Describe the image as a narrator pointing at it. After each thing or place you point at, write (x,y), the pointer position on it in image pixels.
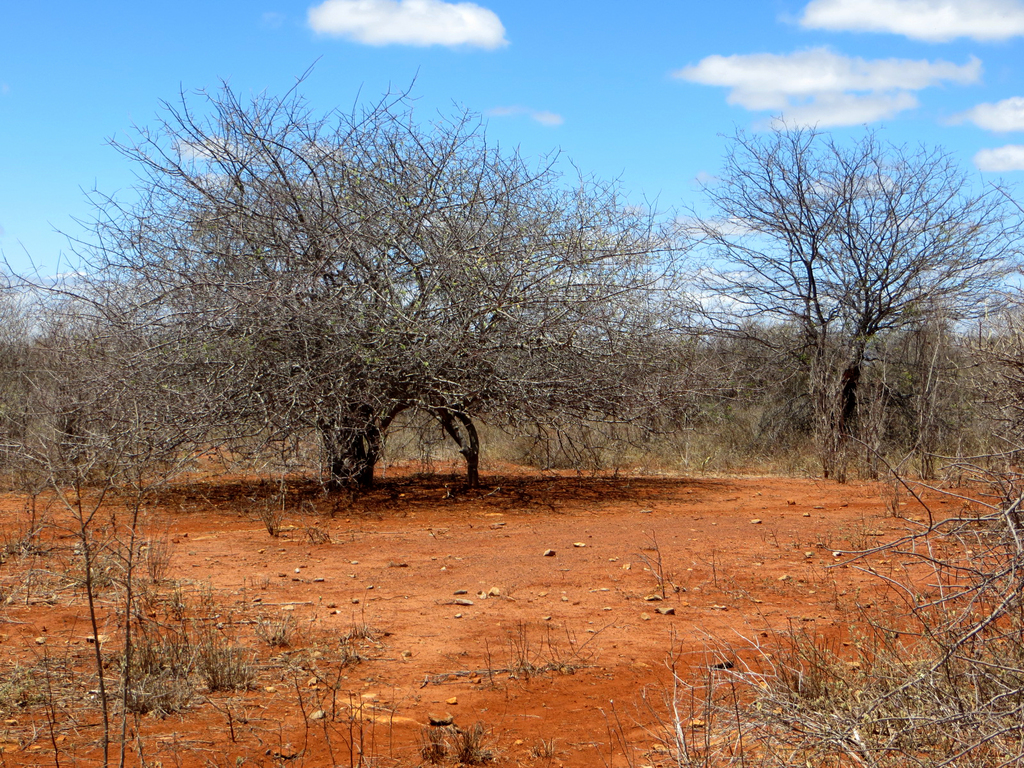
In the center (579,274) we can see the sky (434,118), clouds (941,10), trees,,dry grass etc.
